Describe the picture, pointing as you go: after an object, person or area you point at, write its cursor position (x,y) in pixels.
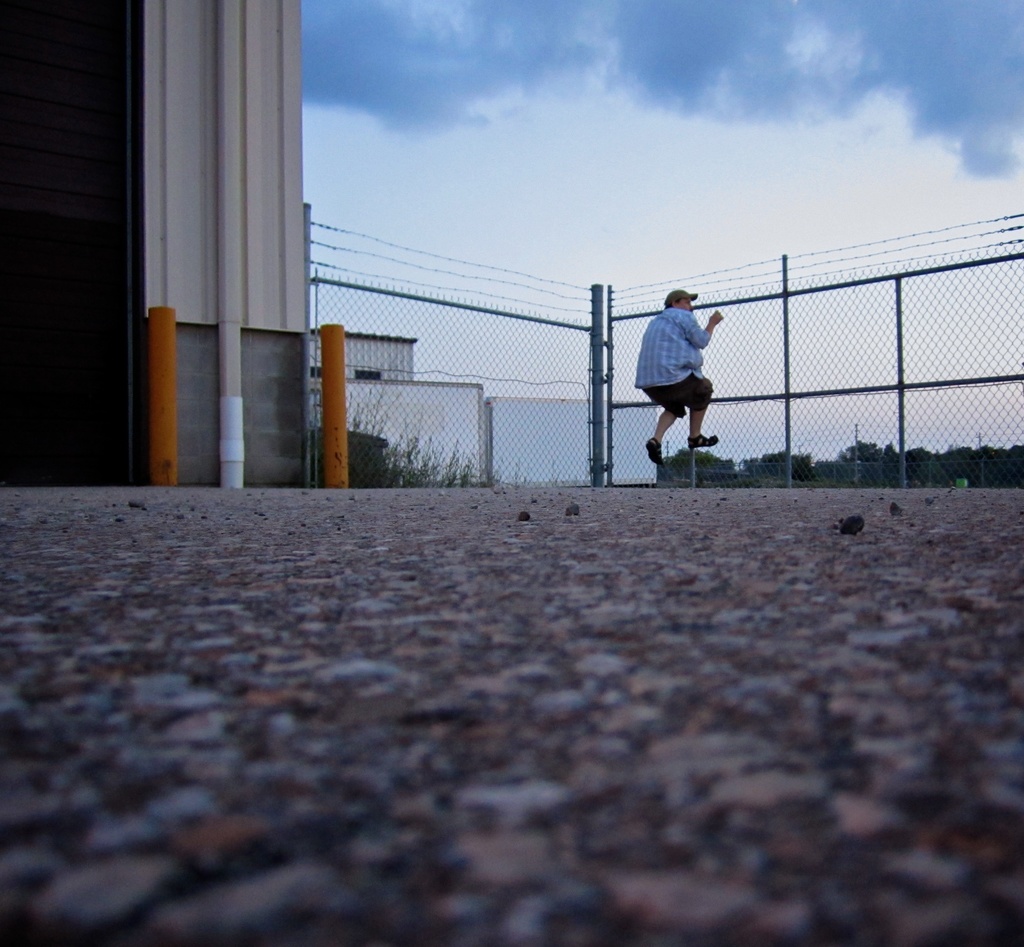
In this image we can see a man (707,332) jumping near the fence (621,370), buildings (201,248), trees (990,451), street poles (335,422) and sky (542,192) with clouds (809,131).
